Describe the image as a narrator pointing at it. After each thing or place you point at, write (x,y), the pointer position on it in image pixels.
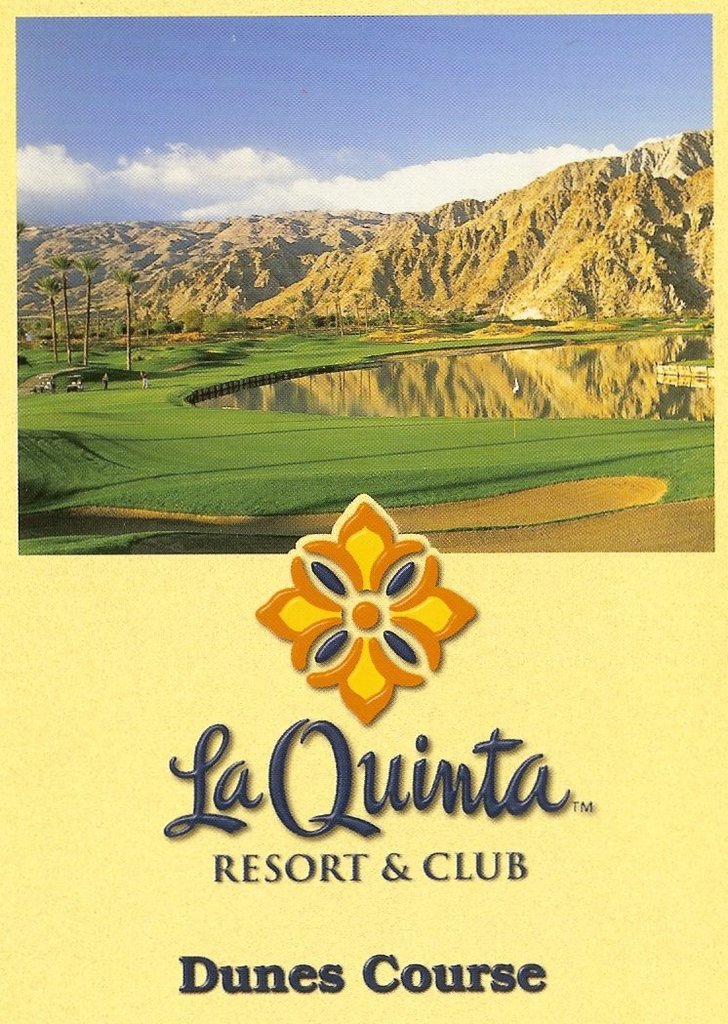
In this image we can see a card (350,548) on which we can see group of mountains (601,306), water (443,405), trees (45,337) and a cloudy sky (335,170) and in the bottom (193,802) we can see some text (240,969).
